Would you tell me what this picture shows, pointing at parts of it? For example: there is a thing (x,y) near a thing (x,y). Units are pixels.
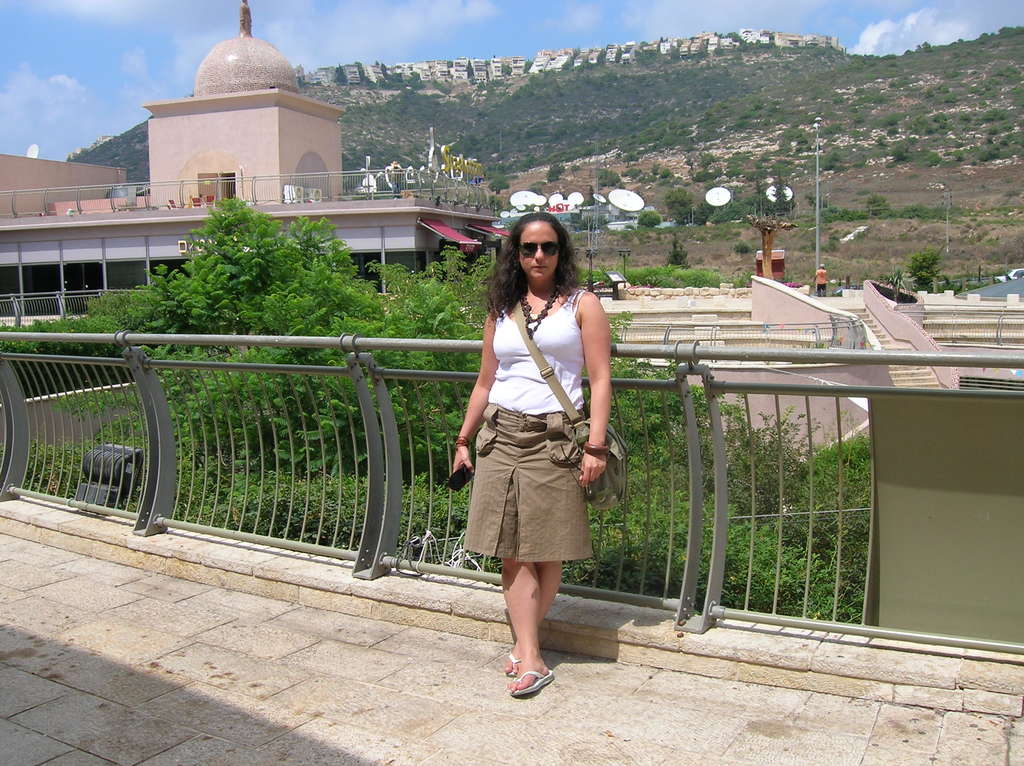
In this image we can see a woman (581,378) standing beside a metal fence (953,361). On the backside (451,367) we can see a group of trees (453,388), dishes (516,214), a person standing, a staircase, some poles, buildings (621,219), plants (689,200), the hill (371,111) and the sky (436,58) which looks cloudy.
